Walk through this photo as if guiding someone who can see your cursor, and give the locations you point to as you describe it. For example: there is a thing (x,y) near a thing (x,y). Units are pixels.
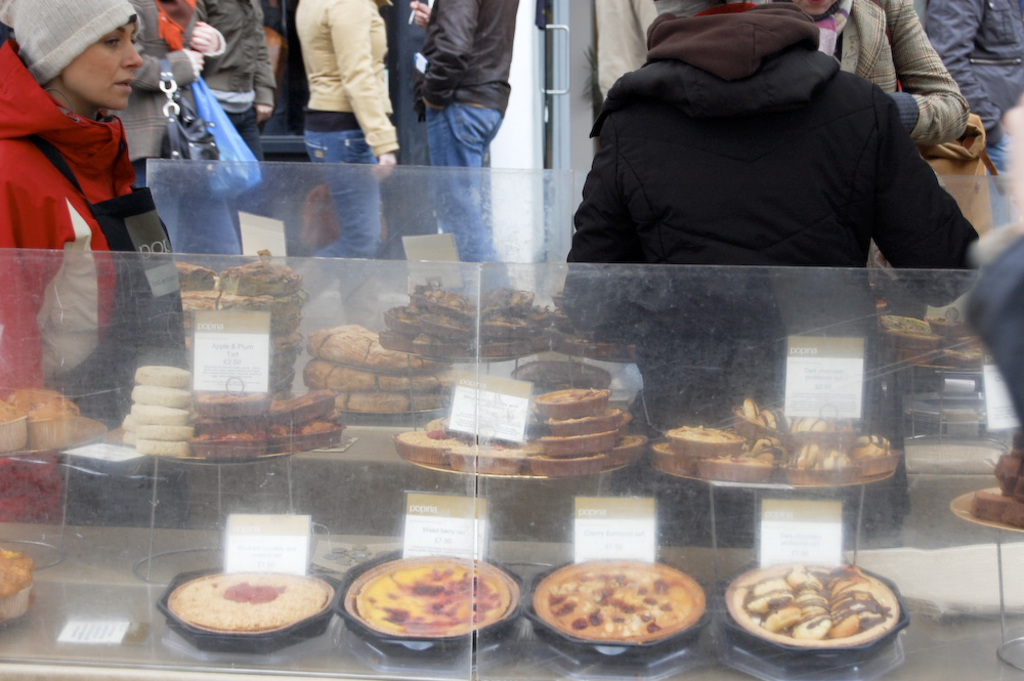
In this picture we can see some people (71,86) standing here, this person (140,78) is carrying a bag (175,96), we can see a rack (368,433) here, we can see some tarts (444,585) present here, there is some food (421,431) here, we can see price tags (242,355).
